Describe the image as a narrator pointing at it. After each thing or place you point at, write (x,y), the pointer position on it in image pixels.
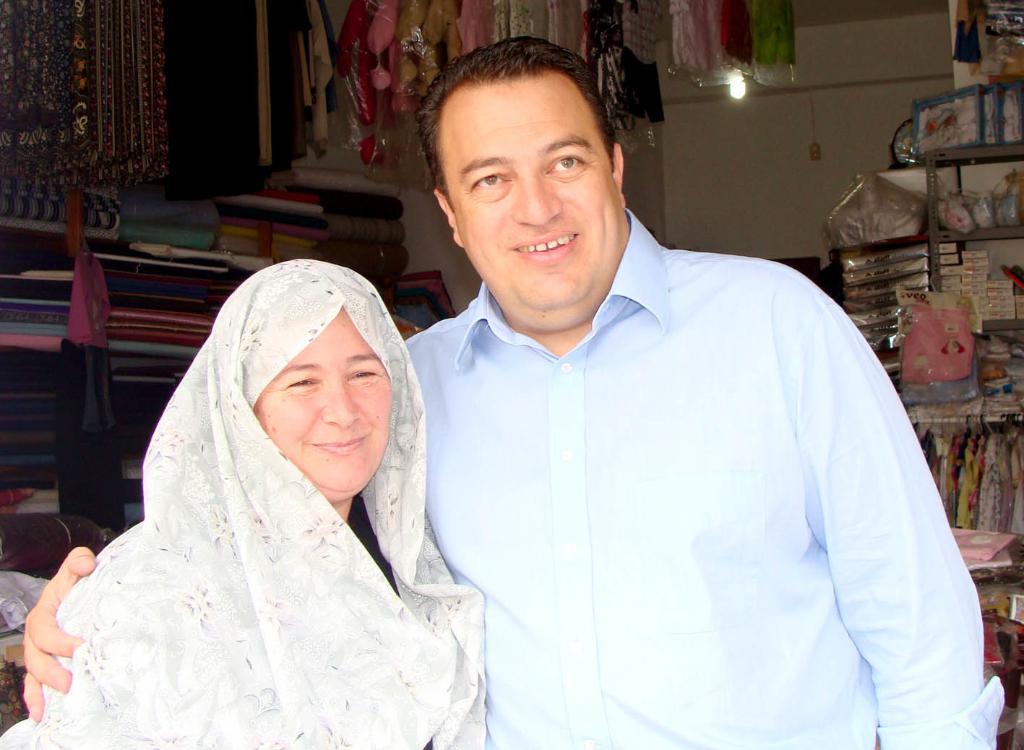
In this image I can see a person (624,406) wearing blue colored shirt (653,461) and a woman (381,558) wearing black and white colored dress (333,576) are standing and smiling. In the background (401,329) I can see a rack (930,209), few objects (971,321) in the rack (992,405), few clothes (972,480) in the rack (258,248), few clothes (192,115) hanged to the top (593,9), the white colored wall (752,160) and a light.
